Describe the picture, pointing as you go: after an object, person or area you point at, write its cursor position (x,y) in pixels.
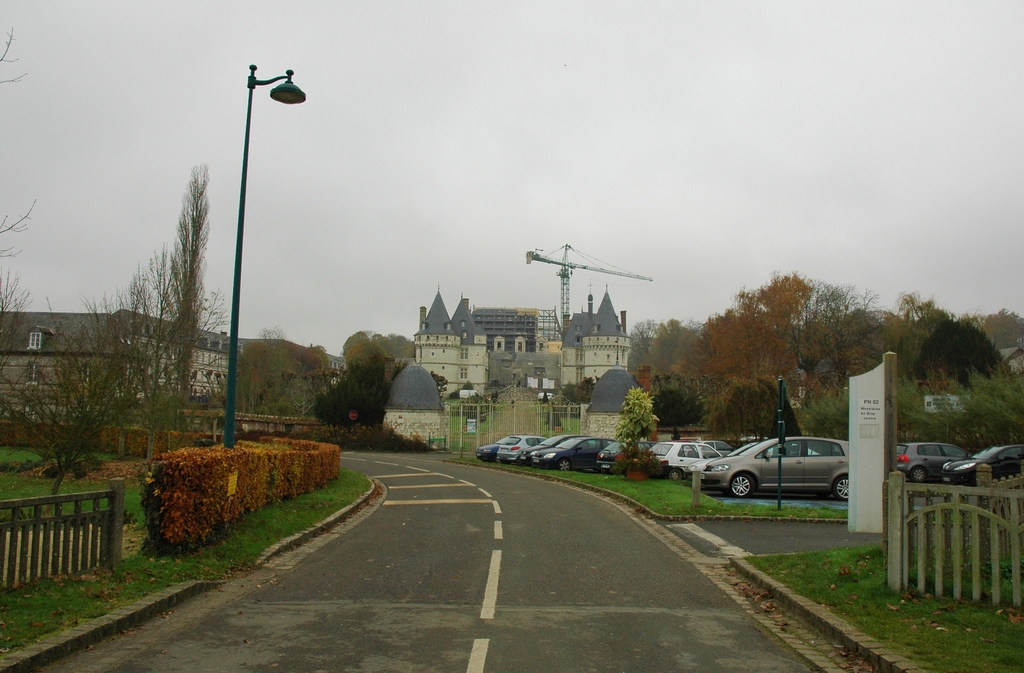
This picture might be taken on the wide road (632,610). In this picture, on the right side (938,515), we can see a hoarding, wood grill (939,580) and few cars (931,459) which are placed on the road (797,521), plant (631,457), trees (964,353). On the left side (125,442), we can see a street light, plants (156,494), trees (130,391), building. In the background (421,400), we can see some cars (525,447), building (585,352), trees (679,372), crane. At the top (642,186), we can see a sky (498,263), at the bottom (493,538), we can see a road (561,554) and a grass (922,636).
